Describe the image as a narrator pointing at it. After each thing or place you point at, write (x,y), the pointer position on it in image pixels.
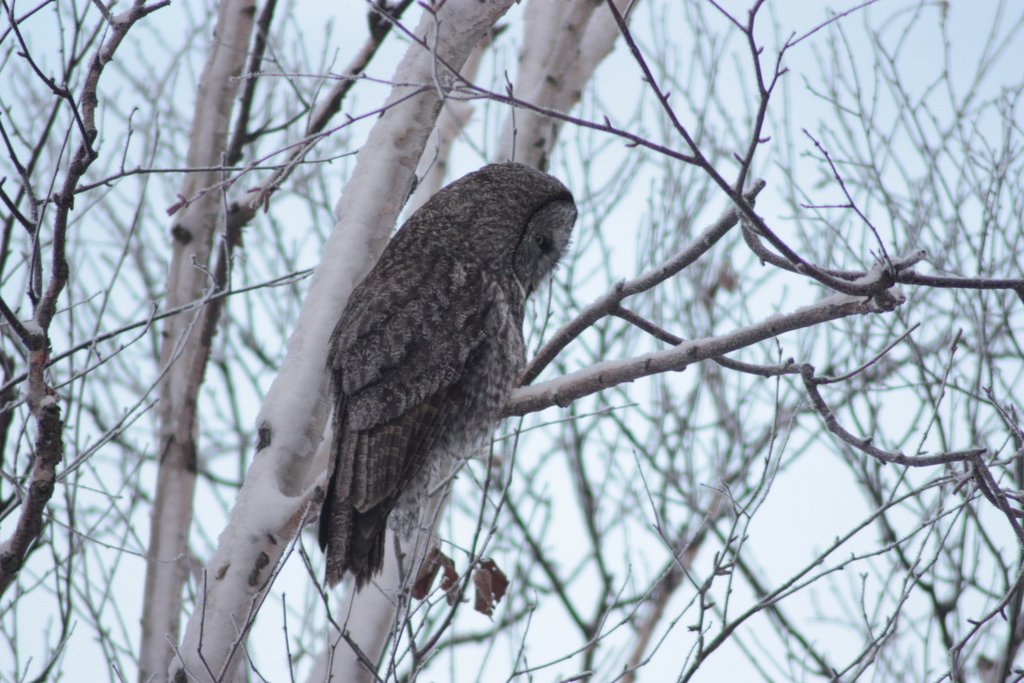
In this image, we can see a tree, there is a bird (371,372) sitting on the tree (521,429).
